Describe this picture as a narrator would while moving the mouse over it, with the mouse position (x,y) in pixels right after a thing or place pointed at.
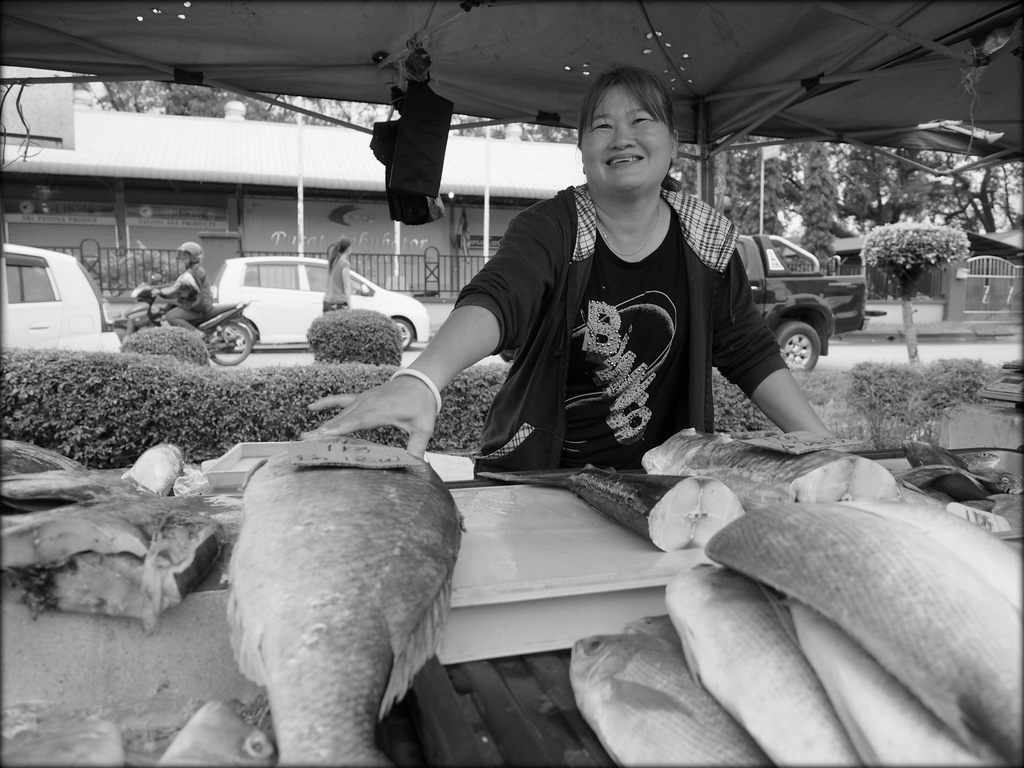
This is a black and white image. On the right side (995,554), there are fish (733,539) arranged on a surface (585,760). On the left side (7,538), there are fish (0,525) arranged on a surface (478,586). Behind these fishes (817,499), there is a woman (688,253) standing and placing a hand (338,404) on one of these fish (307,473). Above her, there is a tent (158,40) arranged. In the background (838,274), there are vehicles (374,302) and a woman (338,247) on a road (937,351), there are trees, fences (1020,272) and a building (87,195).
